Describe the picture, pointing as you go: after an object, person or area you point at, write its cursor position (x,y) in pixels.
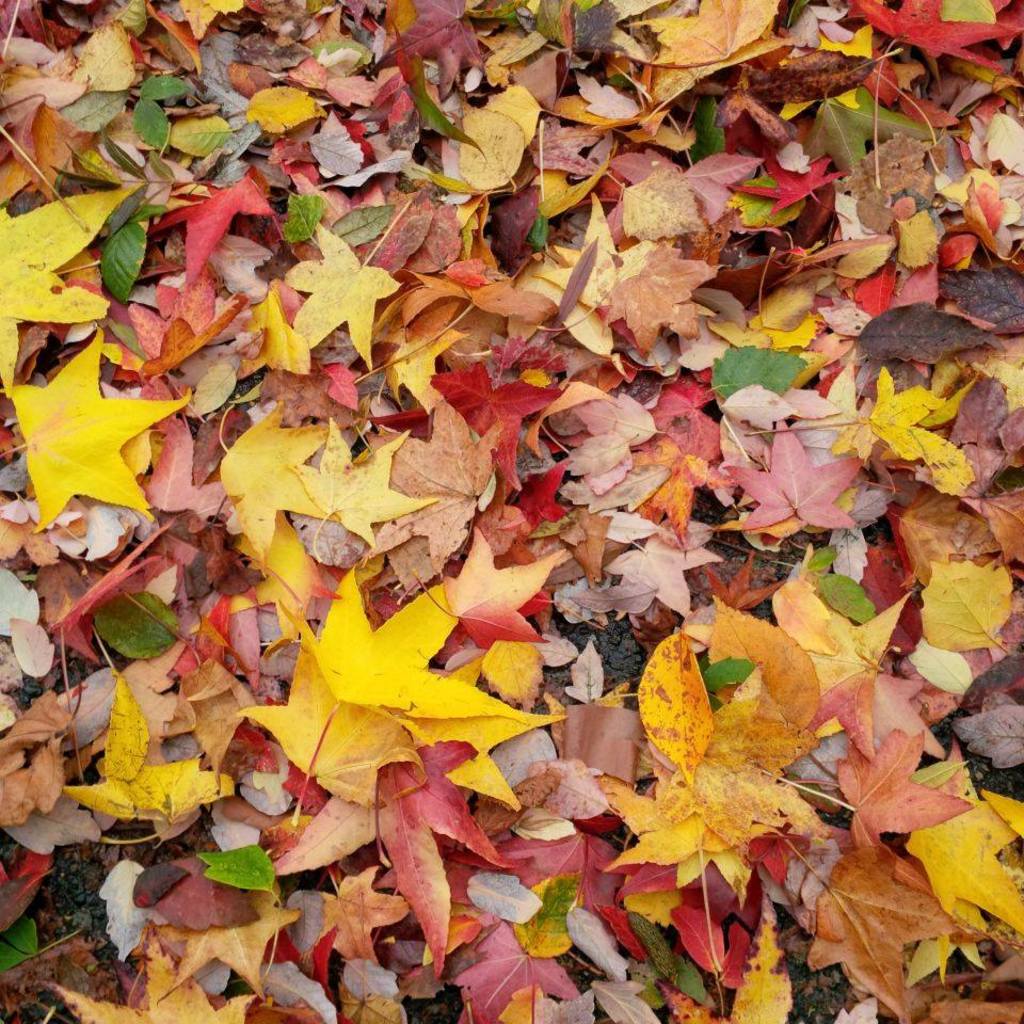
There are different color leaves (443,594) on the ground (13,855).
